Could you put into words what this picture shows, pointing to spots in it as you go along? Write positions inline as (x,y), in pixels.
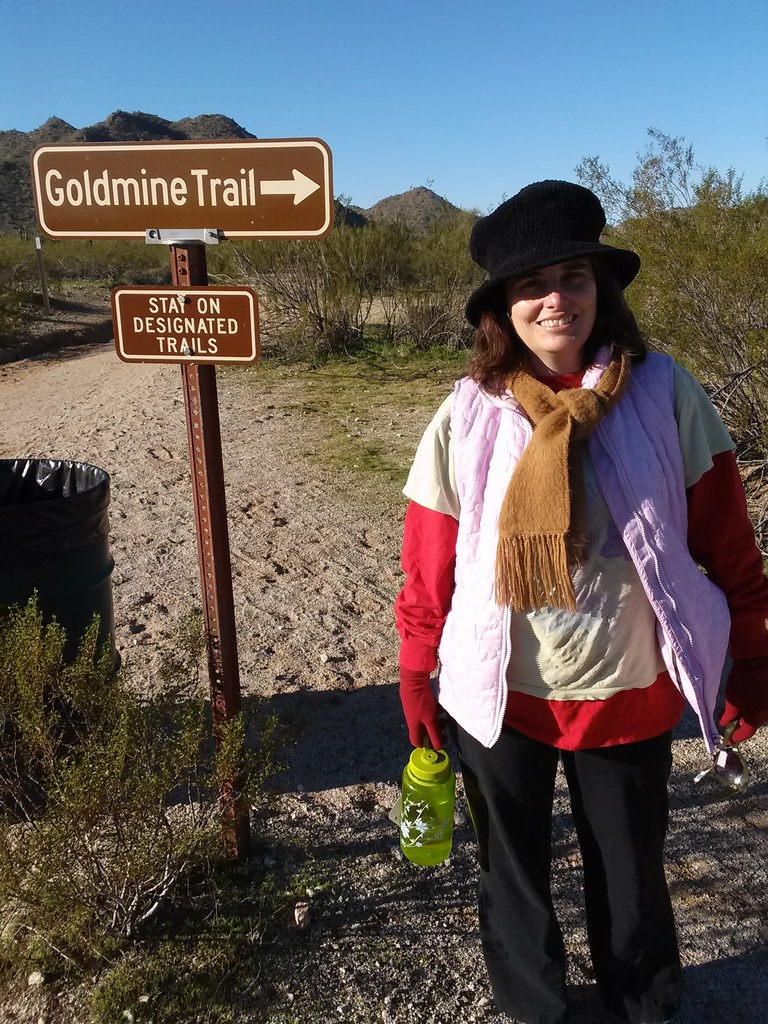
In the foreground of this image (632,568), there is a woman (629,715) standing wearing a pink jacket (659,483) and a scarf (557,409) around her neck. On the left (175,363), there is a sign board (166,200) and a plant (162,890) on the ground (175,588). In the background (494,186), there are plants (434,310), a path (119,363), mountains (199,126) and the sky (411,72).
